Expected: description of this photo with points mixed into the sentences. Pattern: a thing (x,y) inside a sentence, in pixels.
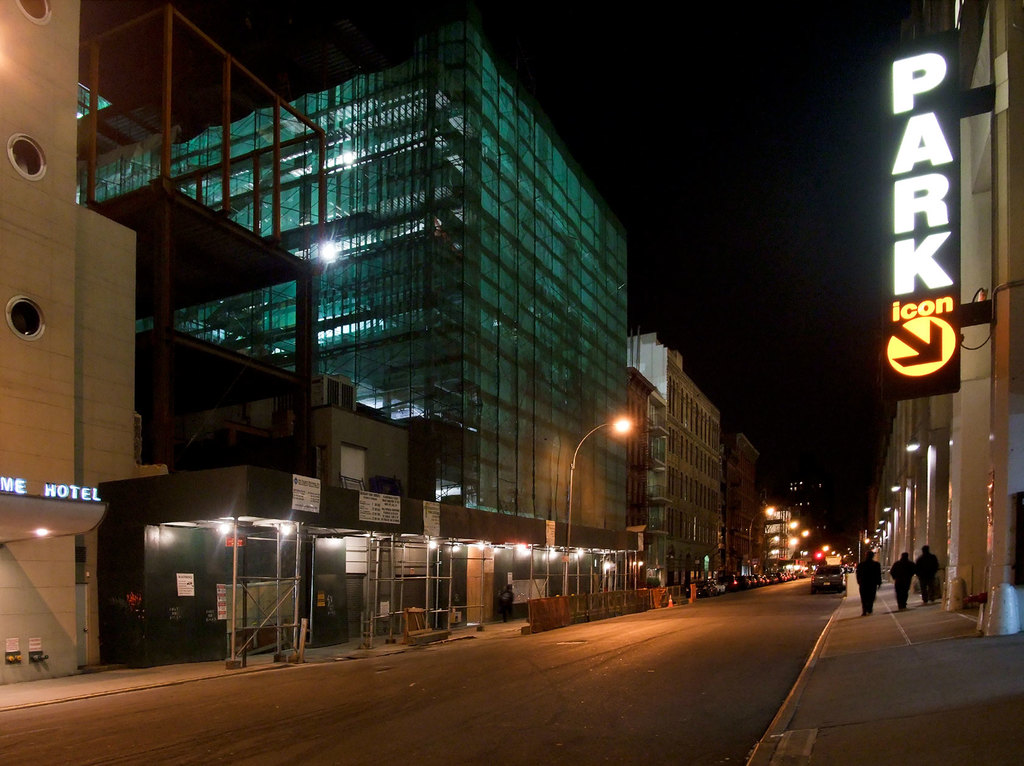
In this picture there are people (871,569) and we can see car (838,579) on the road (761,621), lights (828,550), boards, poles (571,497) and buildings (14,603). In the background of the image (803,509) it is dark and we can see lights (804,536).
